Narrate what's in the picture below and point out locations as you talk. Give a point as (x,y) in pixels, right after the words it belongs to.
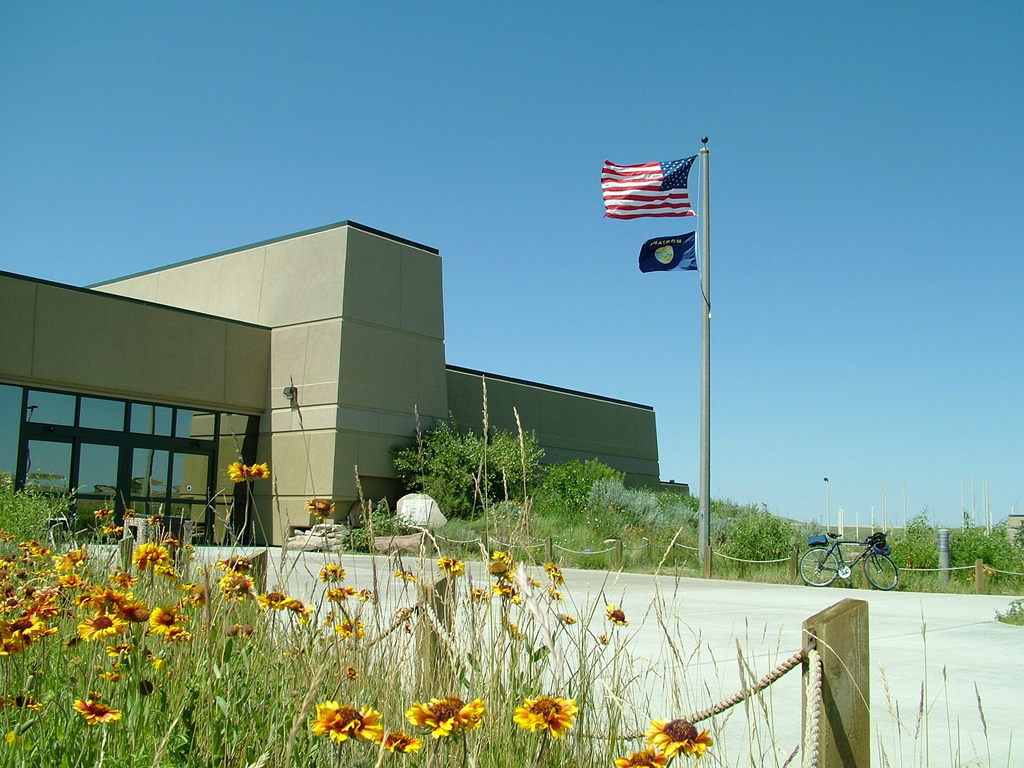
In the picture I can see few sun flowers (120,601) in the left corner (107,619) and there is a flag (651,176) attached to the pole (706,209) beside it and there is a bicycle (820,564) beside the pole (705,195) and there is a building (396,427) and few plants (543,482) in the background (376,416).
